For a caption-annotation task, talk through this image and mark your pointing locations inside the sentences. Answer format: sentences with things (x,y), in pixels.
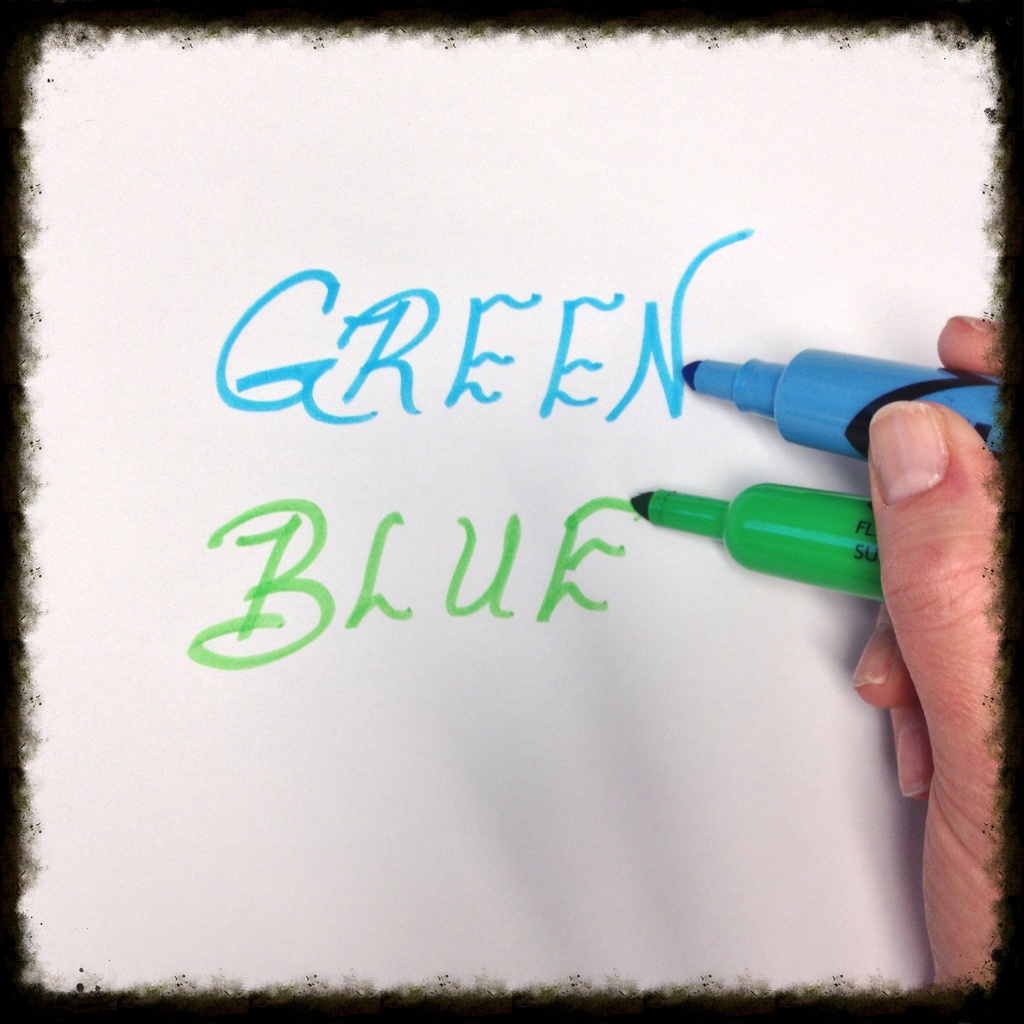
This is an edited image with the black borders (1021,544). On the right corner (967,421) we can see the hand (964,603) of a person (970,619) holding two color pens (852,389) and seems to be writing on the paper (436,785). In the center (504,542) we can see the text (421,336) on the paper (398,91).
